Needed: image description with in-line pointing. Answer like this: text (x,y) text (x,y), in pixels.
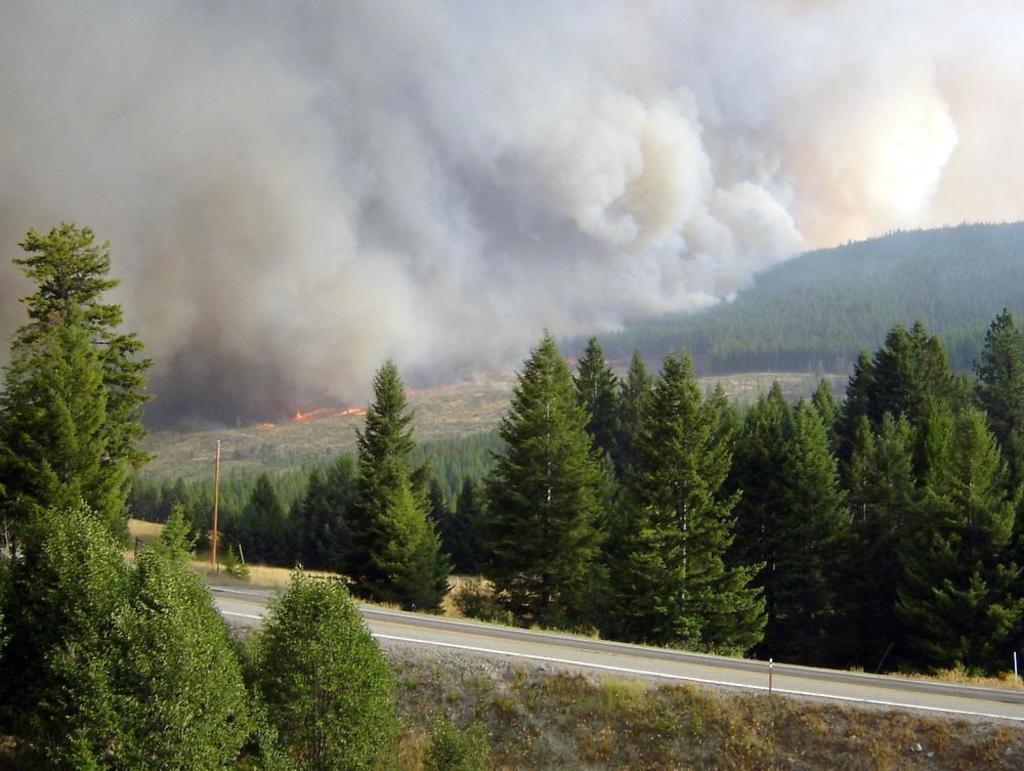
At the bottom of the image (66,593) there are some trees (13,616) and poles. At the top of the image (966,54) there is sky (20,326) and there is air pollution (445,45).
